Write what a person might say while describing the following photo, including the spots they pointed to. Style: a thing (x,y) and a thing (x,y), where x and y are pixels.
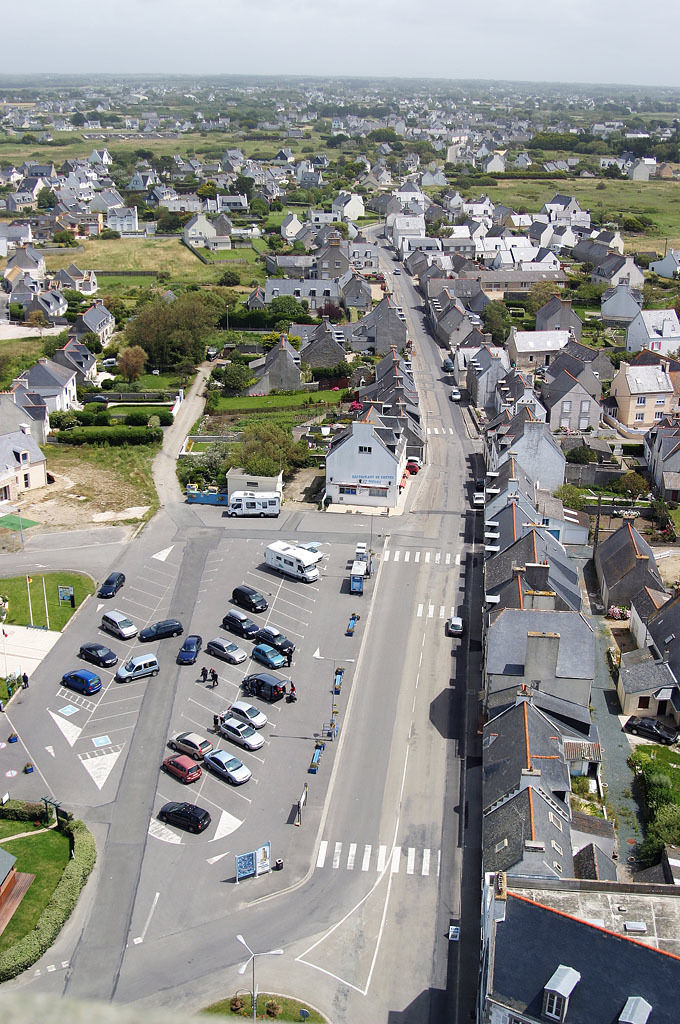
This image is an aerial view. In this image we can see many buildings (337,348) and trees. There is a road (372,780) and we can see vehicles (284,691) on the road (306,621). We can see people (294,697). At the top (583,15) there is sky (323,29) and we can see poles (257,996).
